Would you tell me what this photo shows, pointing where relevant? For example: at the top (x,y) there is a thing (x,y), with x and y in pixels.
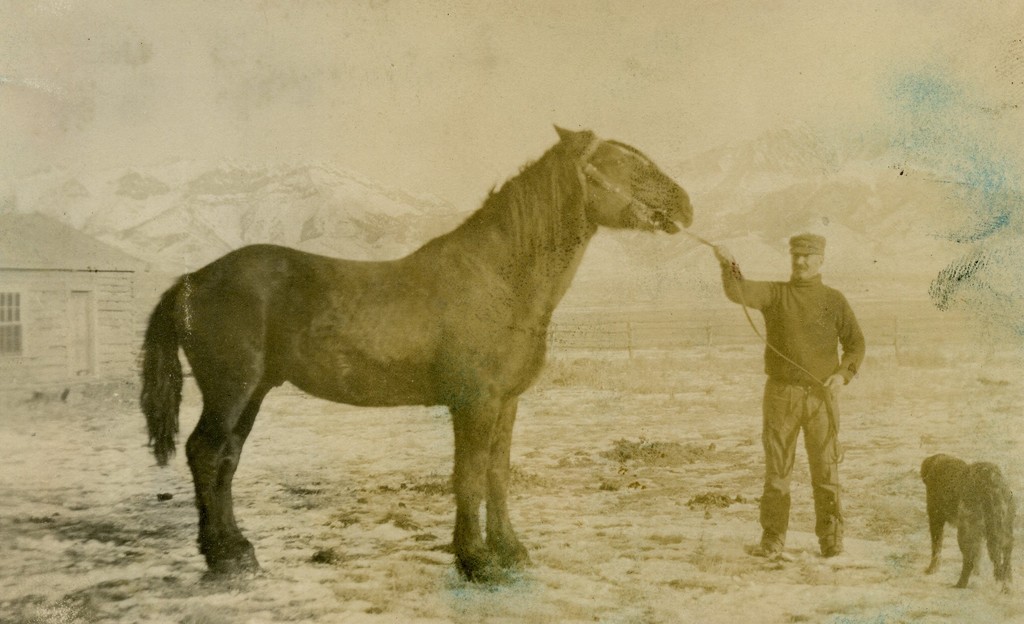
This is the picture of a person (770,332) holding a horse (569,263) and a dog (927,488) in front of horse (548,262) and a house (80,326).
